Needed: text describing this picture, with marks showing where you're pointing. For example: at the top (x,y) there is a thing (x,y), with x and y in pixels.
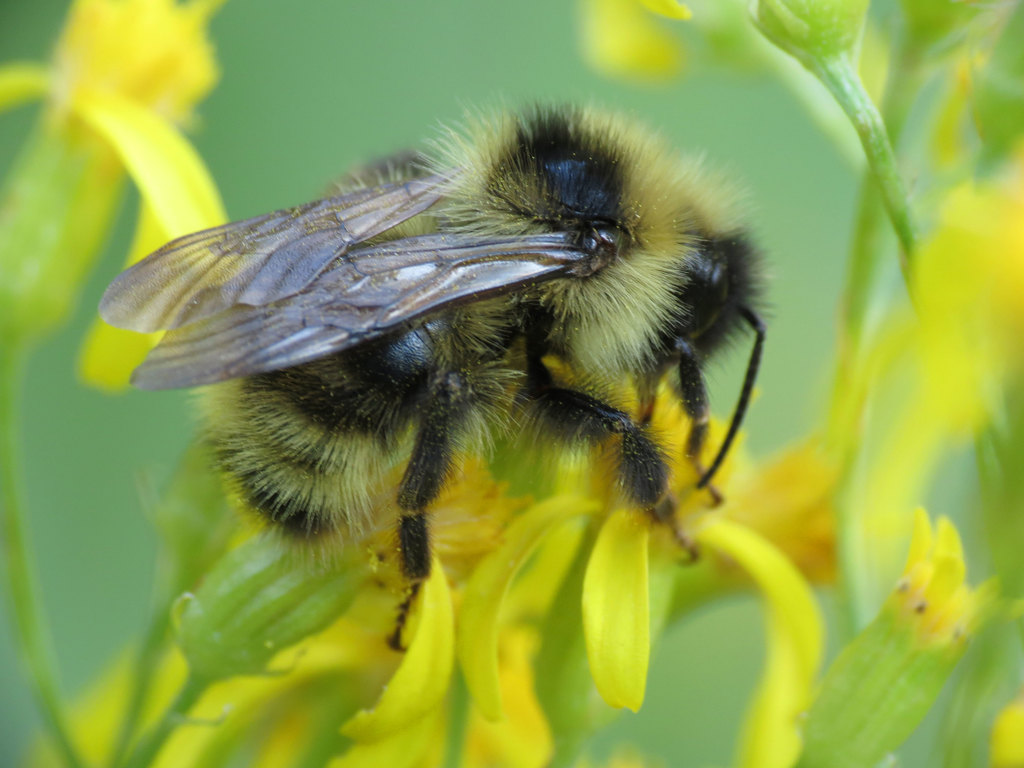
In the center of the image (470,299) there is a bee (453,258) on the flower (466,470).
